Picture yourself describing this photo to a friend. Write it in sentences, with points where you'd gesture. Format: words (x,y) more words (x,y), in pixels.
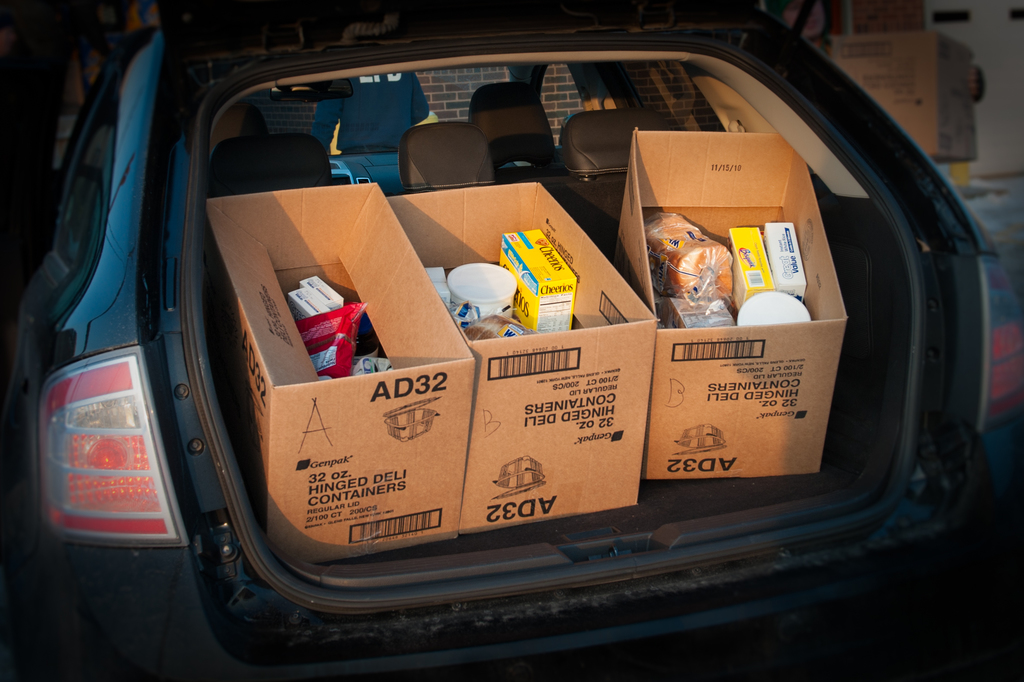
In this image we can see a car (51,662). In which there are boxes (399,412) with some objects (505,317). In the background of the image (416,122) there is a person (382,100), there is wall (452,95).
